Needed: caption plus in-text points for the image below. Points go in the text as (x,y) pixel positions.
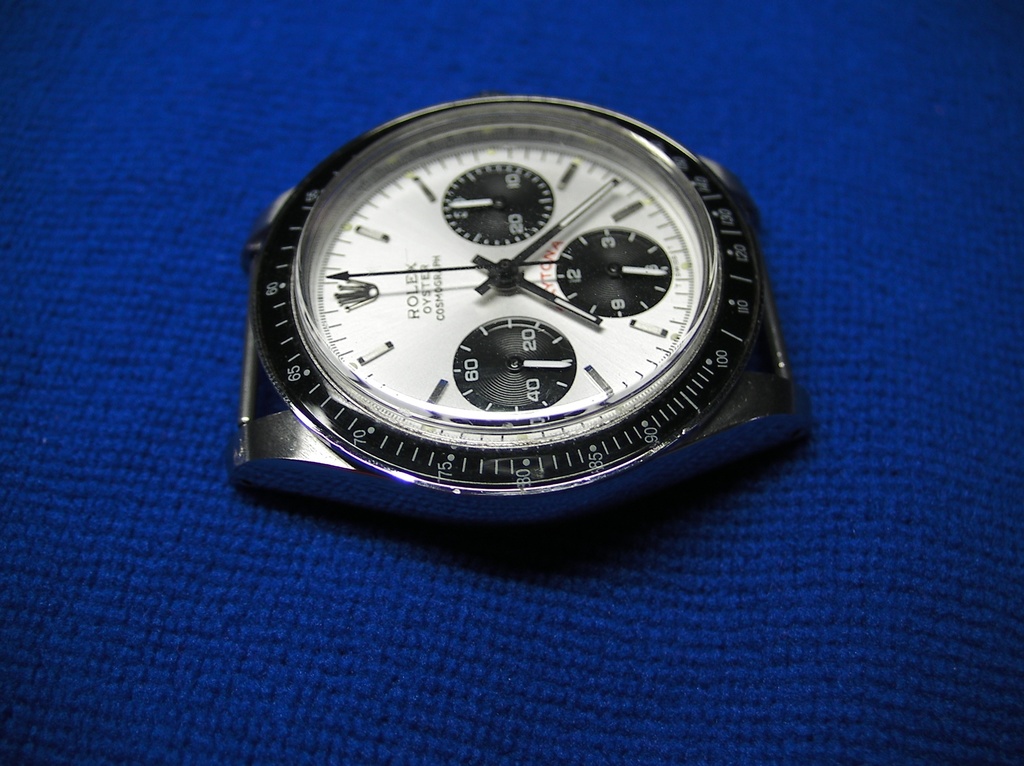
In this image we can see a wrist watch (466,496) on the blue color surface (497,640).
